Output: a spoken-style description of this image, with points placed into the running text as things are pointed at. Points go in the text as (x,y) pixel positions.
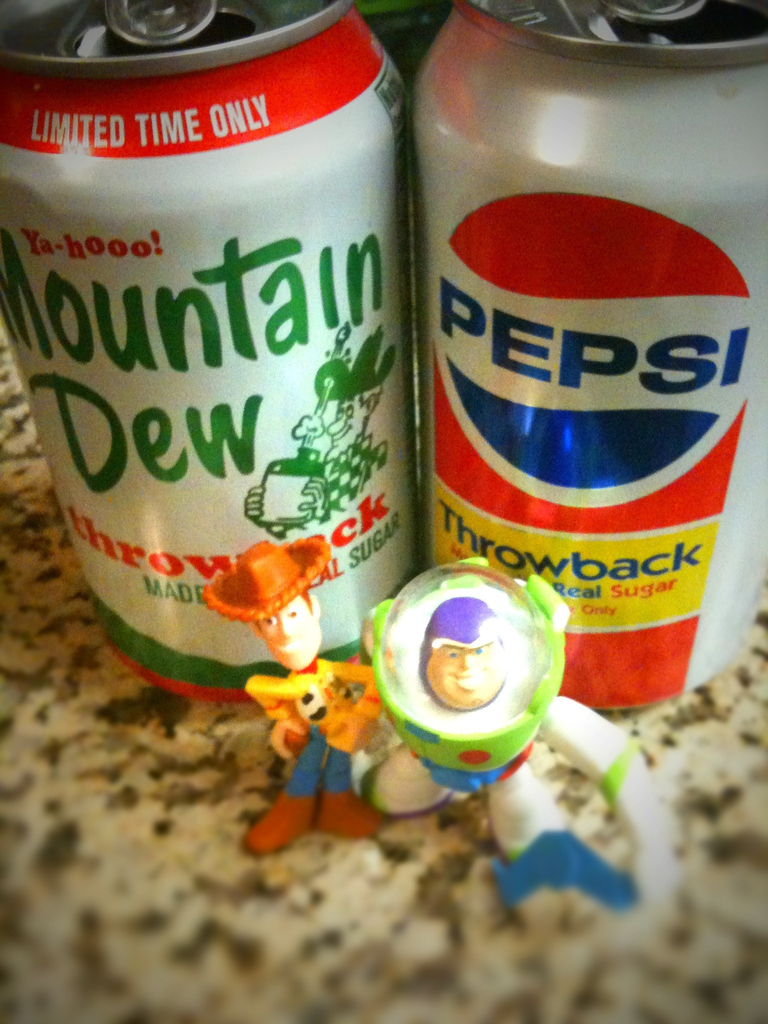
In the image there are two soft drink tins (391,166) with two toys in front of it on the floor (249,809).
